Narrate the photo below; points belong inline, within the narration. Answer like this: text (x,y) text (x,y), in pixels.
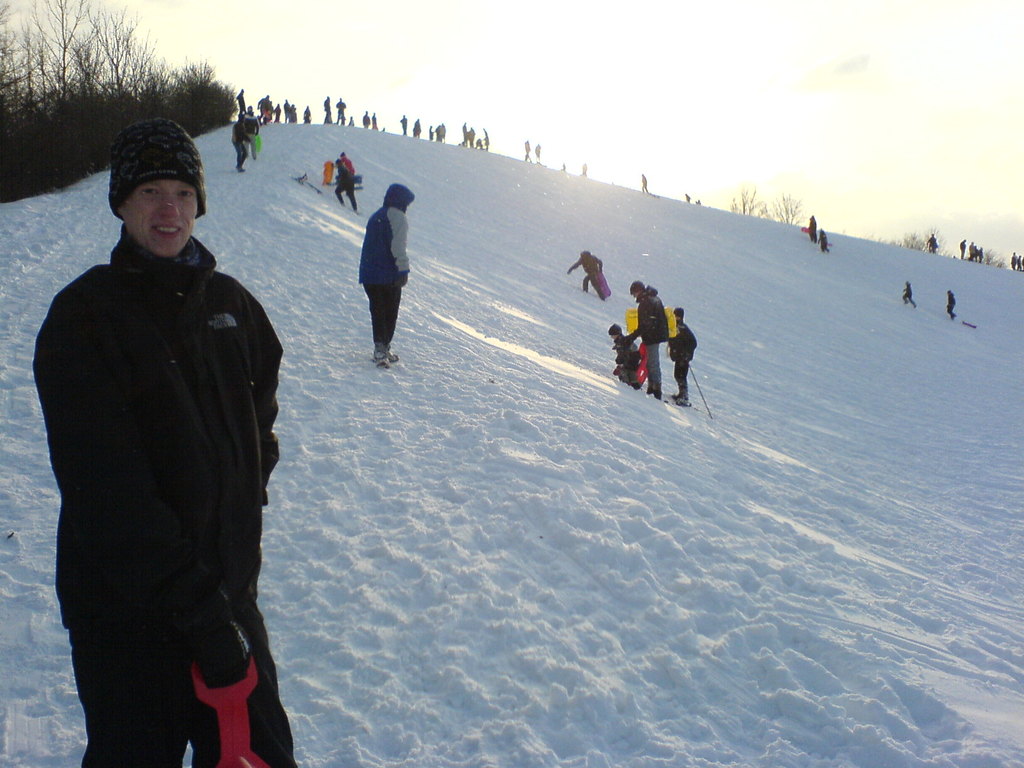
In this picture I can see few people (598,269) standing and few of them wore caps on their heads (352,117) and I can see snow (719,312) on the ground (483,499) few trees (68,121) and a cloudy sky (692,59).
